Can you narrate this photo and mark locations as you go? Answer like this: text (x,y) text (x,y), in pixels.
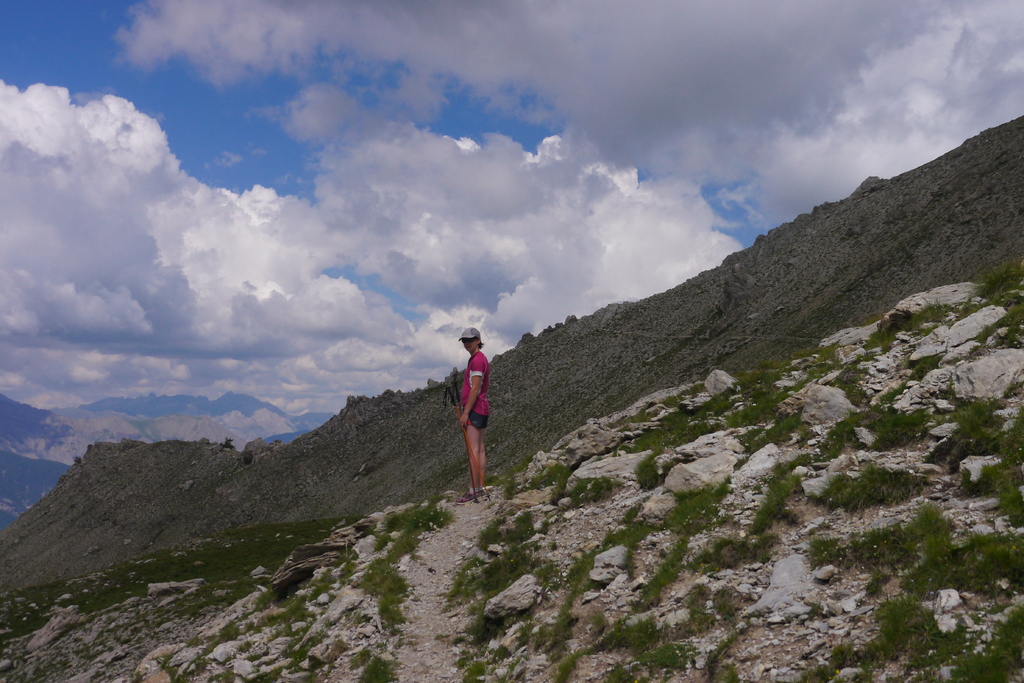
At the bottom of the image (793,496) on the hill (310,537) there are stones (1004,360) and also there is grass (311,598). There is a lady (472,383) standing on the hill (304,610). Behind her there is a hill (775,237). At the top of the image (102,202) there is a sky (471,227) with clouds (377,275).
